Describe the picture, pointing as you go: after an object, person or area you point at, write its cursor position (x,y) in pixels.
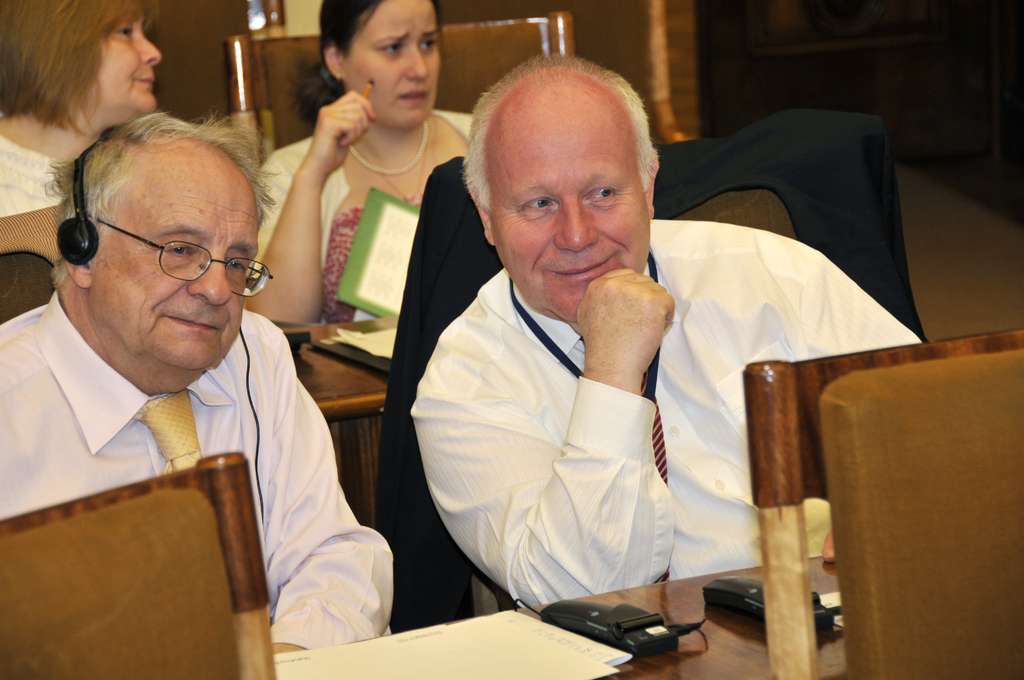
In this image there are group of people (690,484) sitting in chair (891,609), and in table (643,600) there are papers (514,618).
